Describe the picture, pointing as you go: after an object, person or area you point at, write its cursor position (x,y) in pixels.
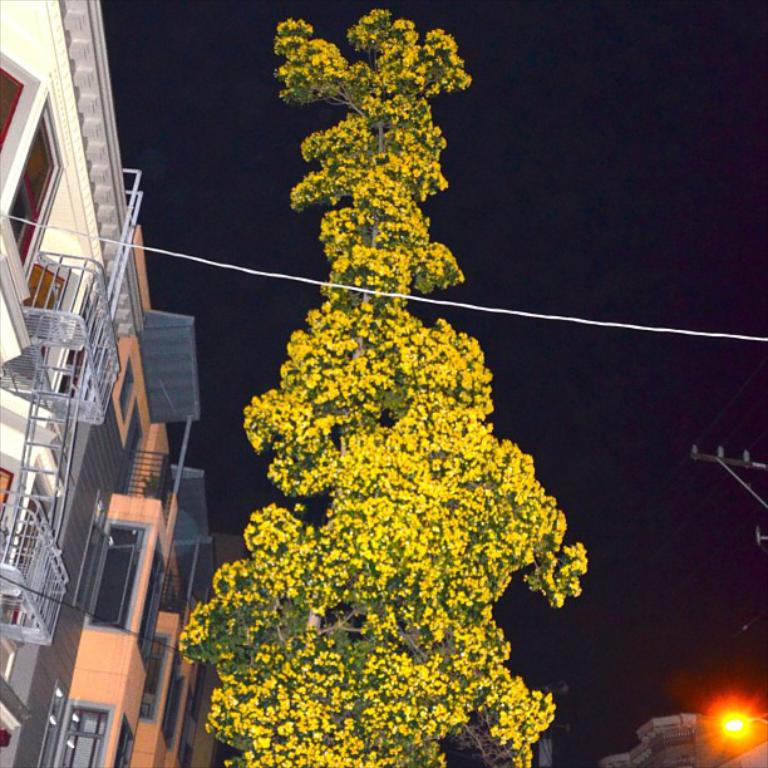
In the center of the image (373,469) there is a tree (336,229). On the left (88,302) there are buildings (166,488). On the right (729,729) there is a light (745,721). In the background (633,455) there is sky (638,202) and wire (621,322).
